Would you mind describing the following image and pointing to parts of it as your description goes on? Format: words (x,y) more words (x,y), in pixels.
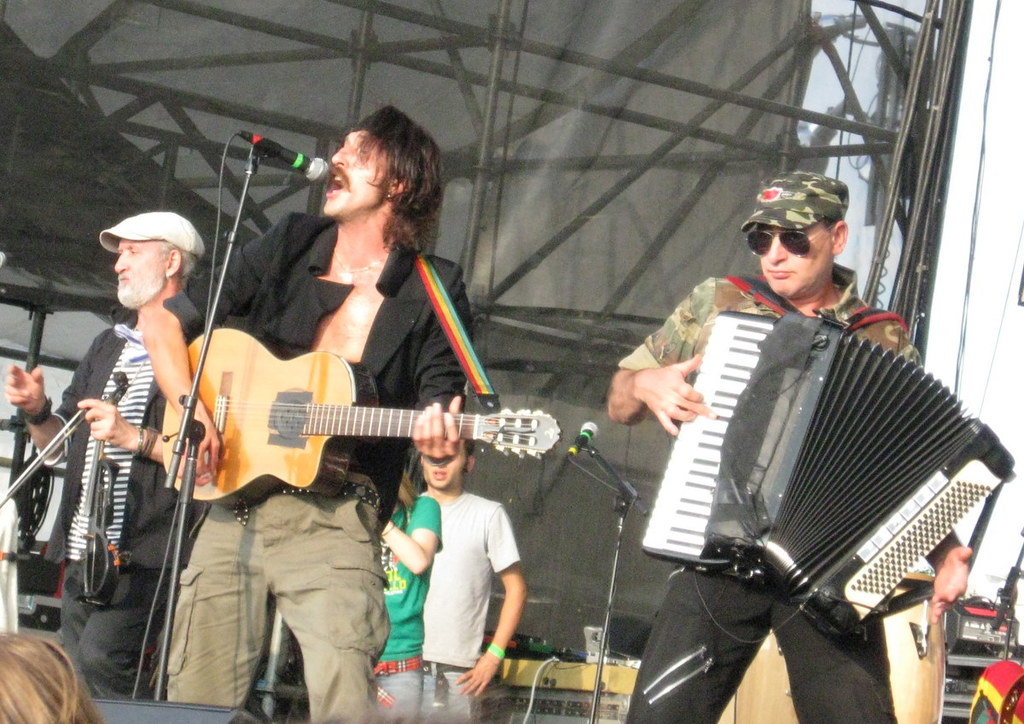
Here we can see a group of people (433,180), the guy (677,429) in the right side (789,397) is playing in musical instrument (782,390) the guy (243,544) in the center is playing the guitar (272,371) and singing a song with a microphone (284,156) in front of him.
